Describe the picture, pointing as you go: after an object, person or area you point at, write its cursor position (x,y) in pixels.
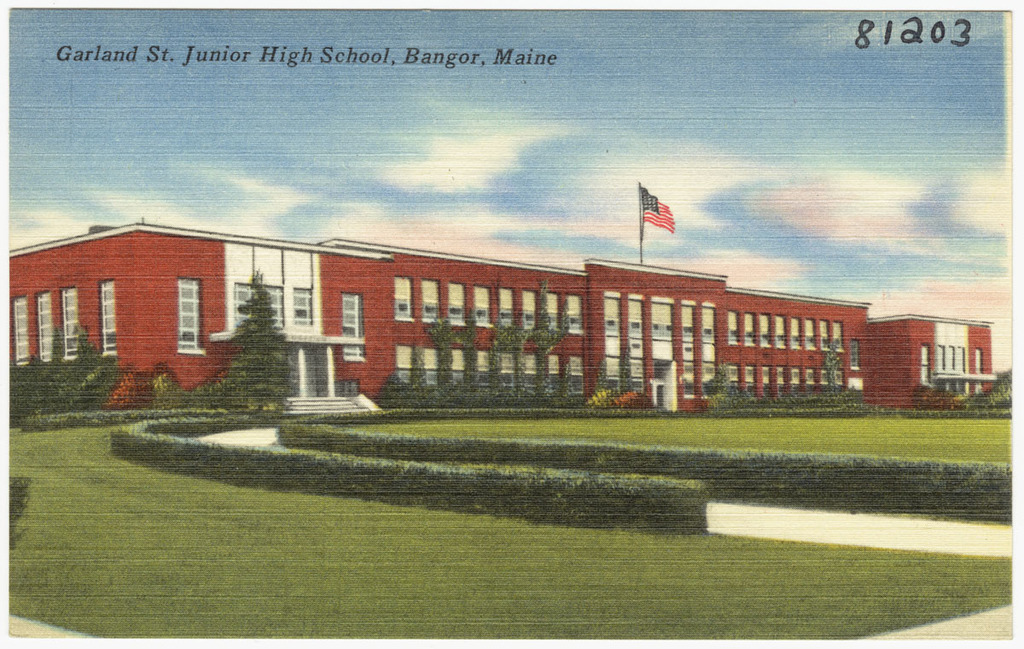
This image is a poster. In this image we can see a building (624,314) with flag (648,212). There are plants (548,405). At the bottom of the image (423,580) there is grass (381,558). At the top of the image (564,104) there is sky (264,82) with some text (247,50).
